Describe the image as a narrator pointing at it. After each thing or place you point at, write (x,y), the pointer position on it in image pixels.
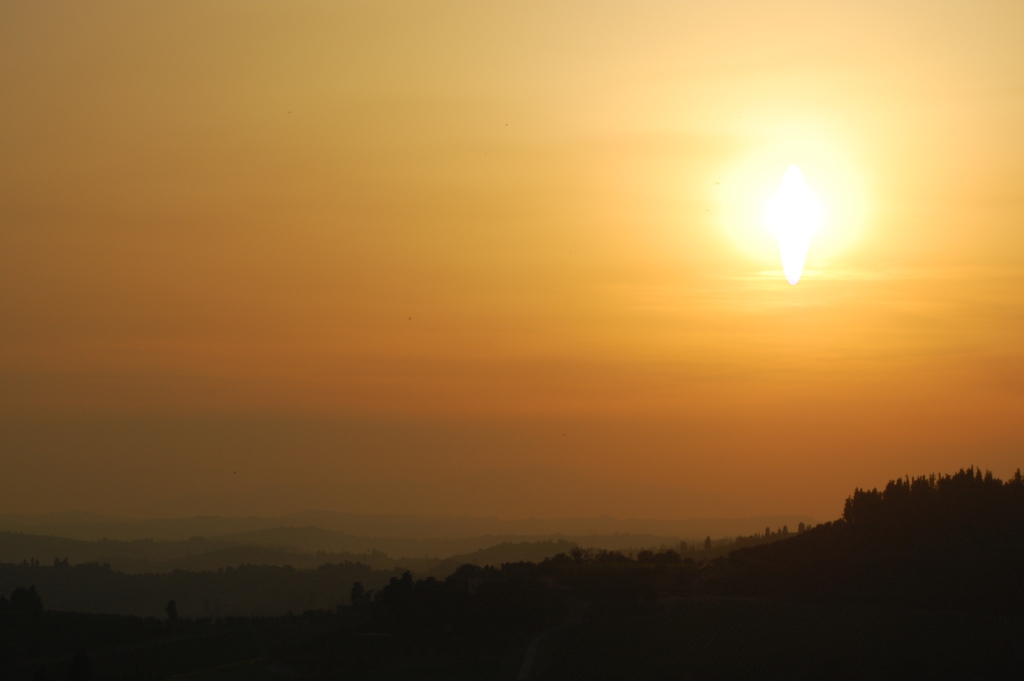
At the bottom of the image (714,567) we can see trees (620,604). In the background (450,280) we can see sky (710,372) and sun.
